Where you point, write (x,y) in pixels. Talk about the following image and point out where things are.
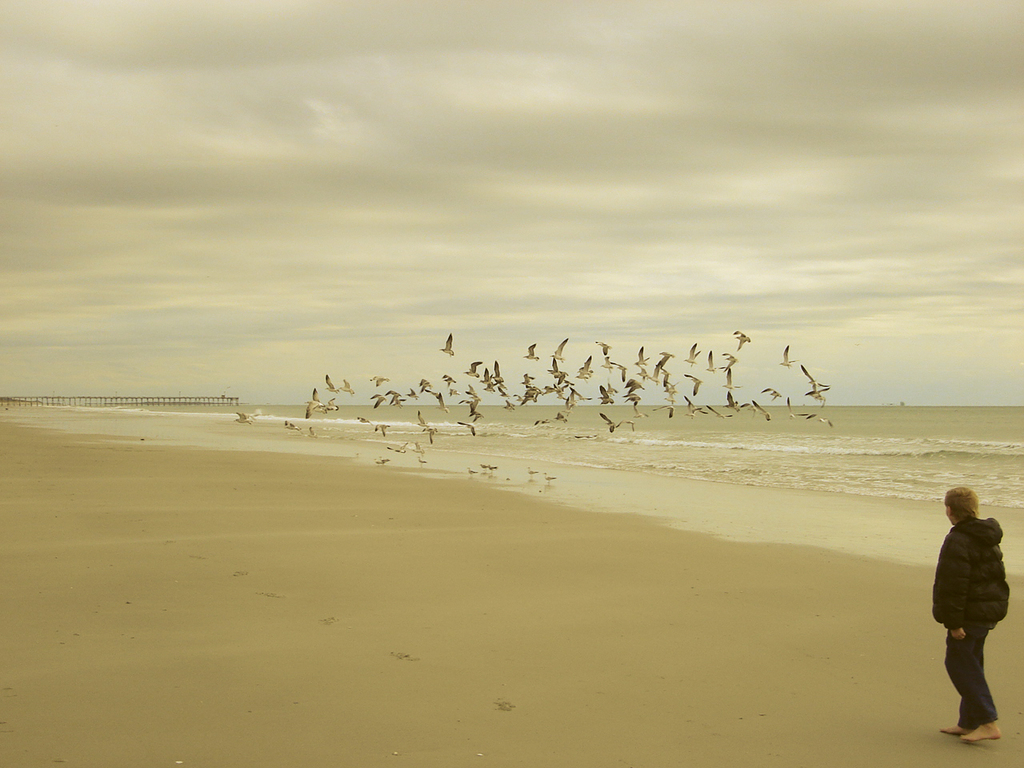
In this picture we can see a person (961,705) is walking in the beach (774,606), in front of him we can see water (869,418) and birds (598,345), in the background (65,401) we can find a bridge (141,401).
